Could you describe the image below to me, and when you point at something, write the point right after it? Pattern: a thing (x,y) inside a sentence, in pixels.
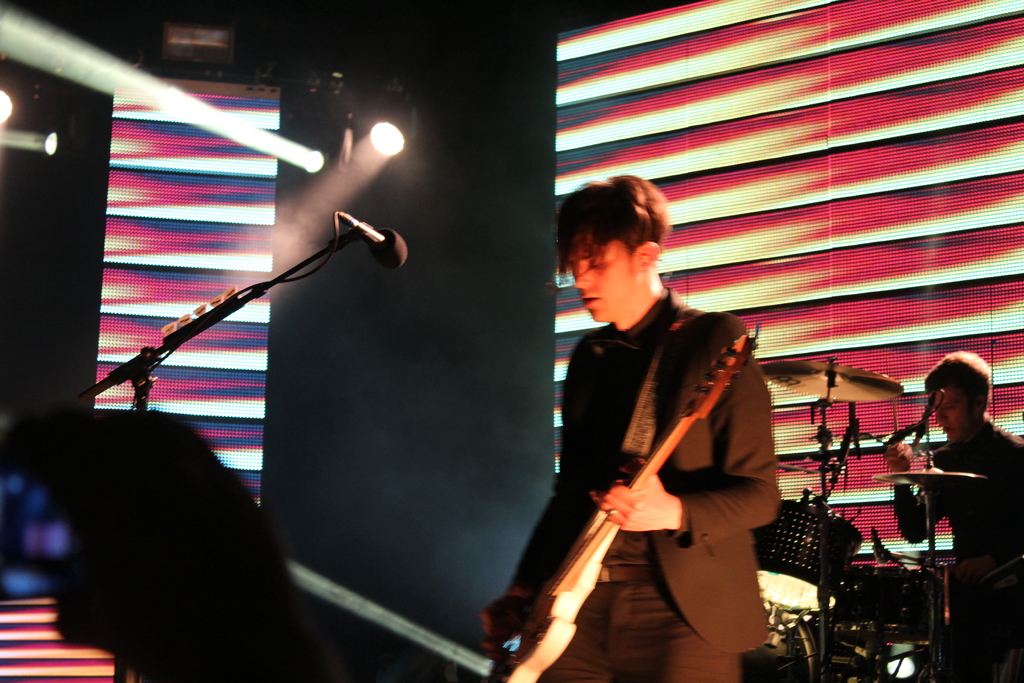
This image is taken inside a room (336,610). There are three people (669,624) in the room (481,566). The man (740,516) in the center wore a black suit (662,590) and playing a guitar (577,598). The man (963,553) at the right corner (933,561) is sitting and playing drums (833,527). At the left corner of the image (125,605) there is a hand (119,580) of a person (127,592) holding mobile phone (45,539). There is a microphone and microphone stand (184,318) in the image. In the background (186,293) there is a screen (173,260), wall (51,244) and lights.
